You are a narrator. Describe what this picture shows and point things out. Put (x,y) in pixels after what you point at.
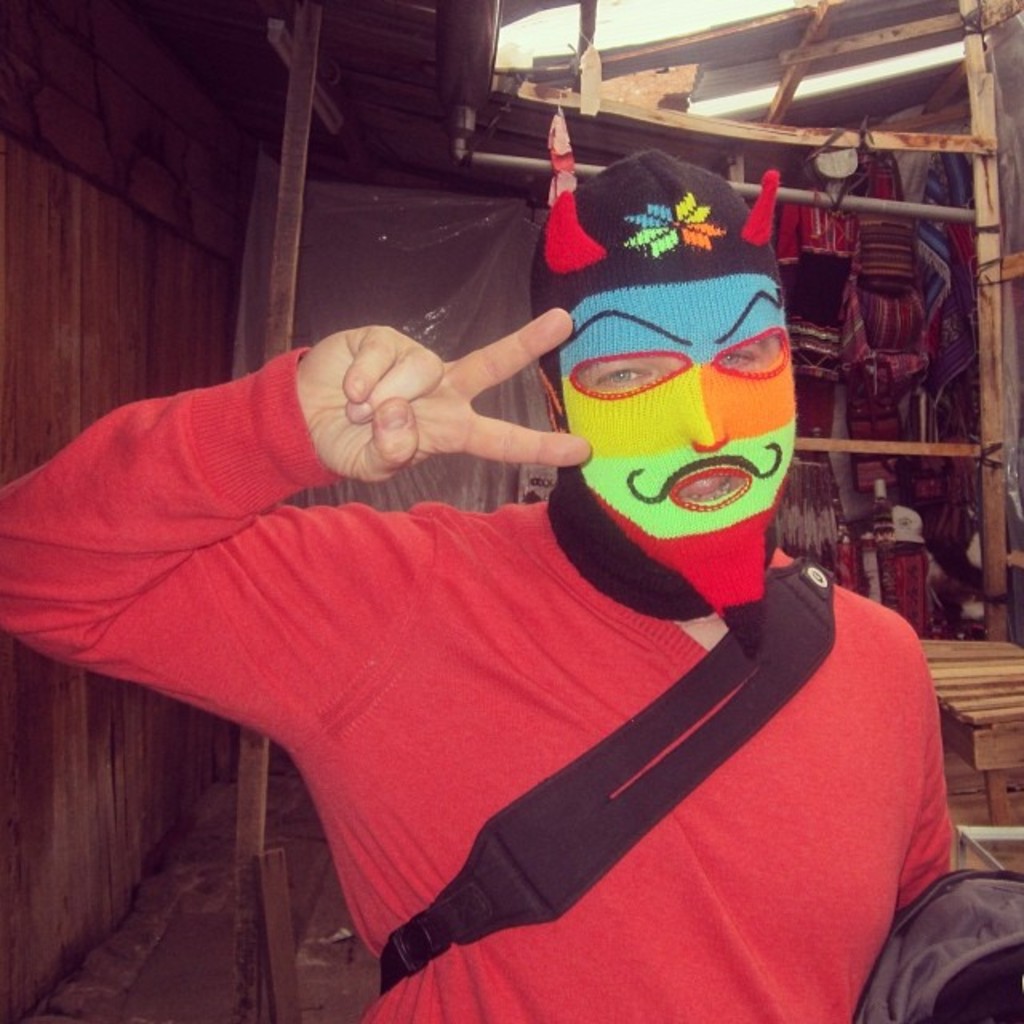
In the center of the image (477,358) we can see person (563,947) standing. In the background (584,161) we can see wall (15,440) and wooden sticks (848,41).
